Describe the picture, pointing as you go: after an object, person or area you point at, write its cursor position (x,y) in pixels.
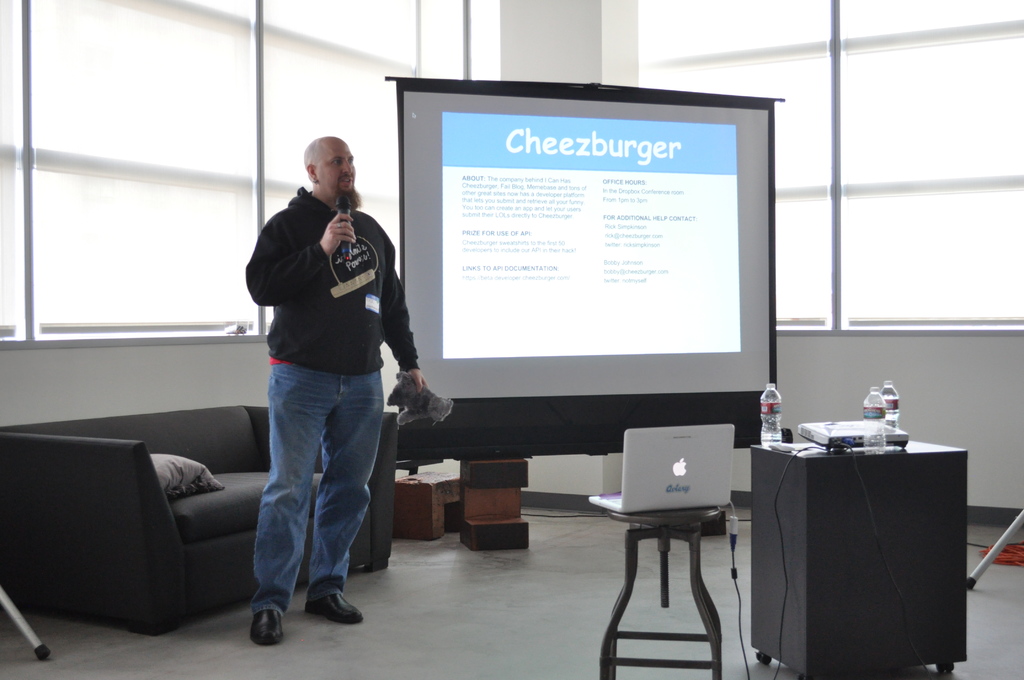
Here is the man (335,371) standing. He is holding the mike (341,202) and speaking. This is a stool (611,672) with a laptop (664,508) on it. I can see a water bottles (887,398) and projector (855,443) placed on the table (830,460). This is the screen (545,329). I can see a couch (118,491) with cushion (180,466). I think these are the windows (641,39).
